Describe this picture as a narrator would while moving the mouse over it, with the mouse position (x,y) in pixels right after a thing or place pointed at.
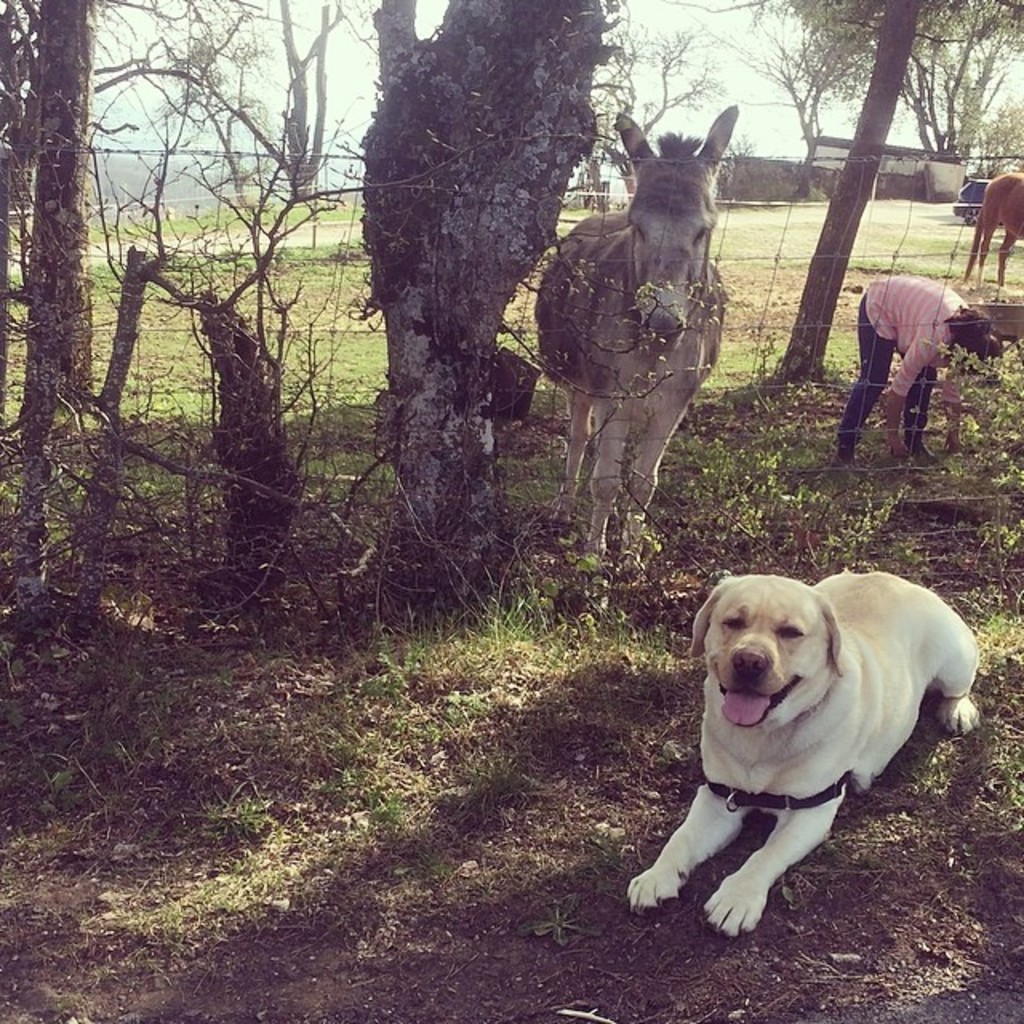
In this image we can see animals (756,667) on the ground (710,503). In the background (491,132) there are sky (350,50), trees (135,303) and shredded leaves (193,579).
